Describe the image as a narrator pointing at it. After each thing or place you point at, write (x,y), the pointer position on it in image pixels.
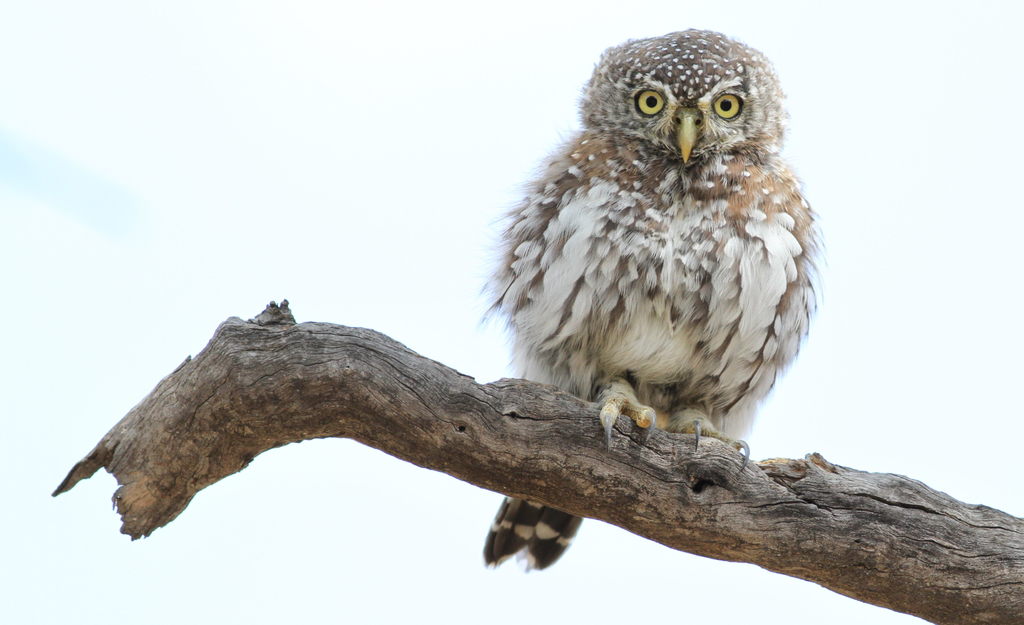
In this image there is an owl (687,330) present on the bark (793,529).
